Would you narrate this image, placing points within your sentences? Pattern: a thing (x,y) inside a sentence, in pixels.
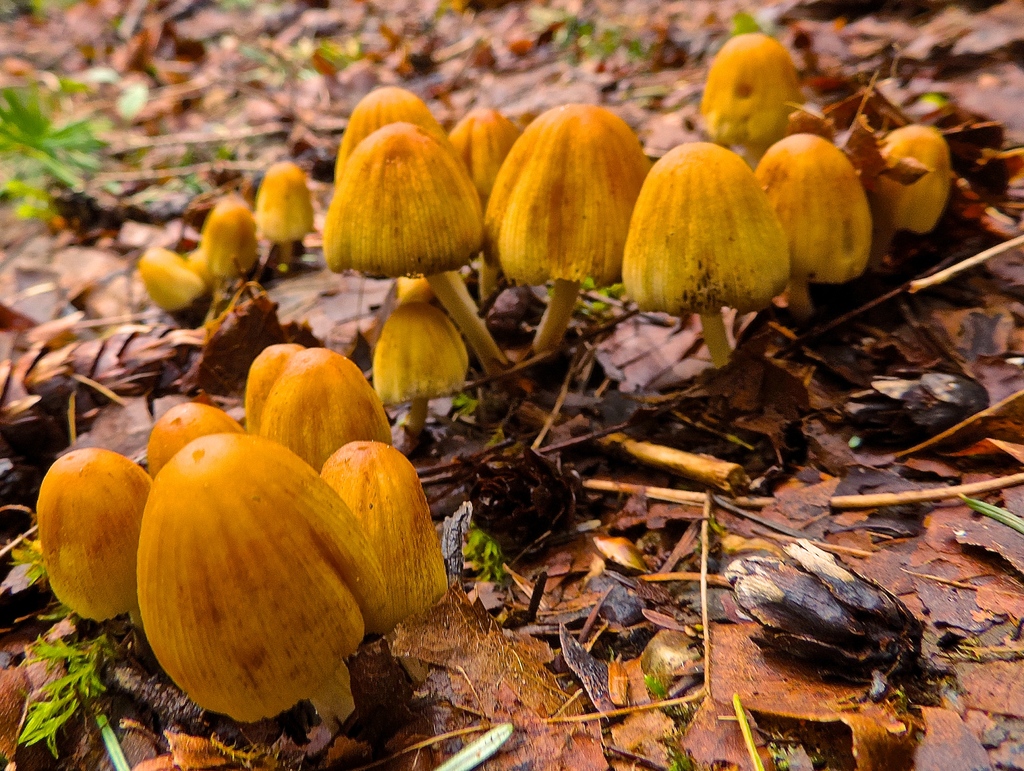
In this picture we can see some mushrooms (96,481), leaves (782,487) and some plants (27,738).
